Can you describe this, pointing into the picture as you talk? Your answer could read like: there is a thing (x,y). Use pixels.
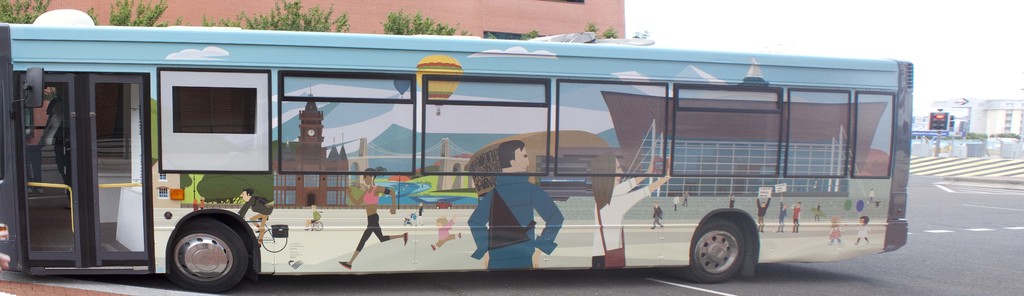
In this image there is the sky (830,12) towards the top of the image (806,17), there are buildings (989,131) towards the right of the image (980,114), there is a traffic light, there is a wall (445,17) towards the top of the image (547,19), there are trees (294,15) towards the top of the image (422,21), there is road (839,271) towards the bottom of the image (806,275), there is a bus (45,156) on the road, there are buildings (298,178) on the bus (510,188), there are a group of persons (608,204) on the bus (807,220), there is a bridge (392,157) on the bus (412,155), there are hot air balloons (436,92) on the bus (445,96), there are clouds (185,58) on the bus (351,54).
